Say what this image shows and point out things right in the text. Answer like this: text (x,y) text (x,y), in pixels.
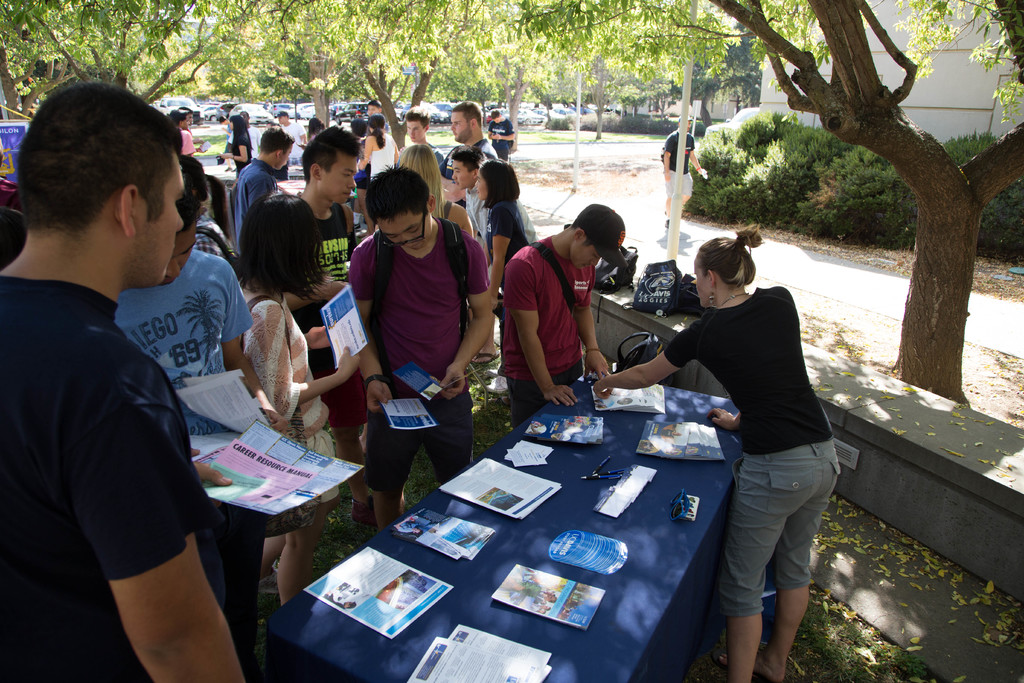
In the middle of the image (556,276) a few people (548,292) are standing. Top right side of the image (1006,169) there is a tree (1022,36) and there are some bushes (816,205). Bottom middle of the image (670,530) there is a table (402,664), On the table (501,520) there are some papers (630,395). In the middle of the image (672,236) there is a pole (685,147). At the top of the image (201,110) there are some cars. Bottom left side of the image (184,547) a man (112,441) holding some papers (236,463).
